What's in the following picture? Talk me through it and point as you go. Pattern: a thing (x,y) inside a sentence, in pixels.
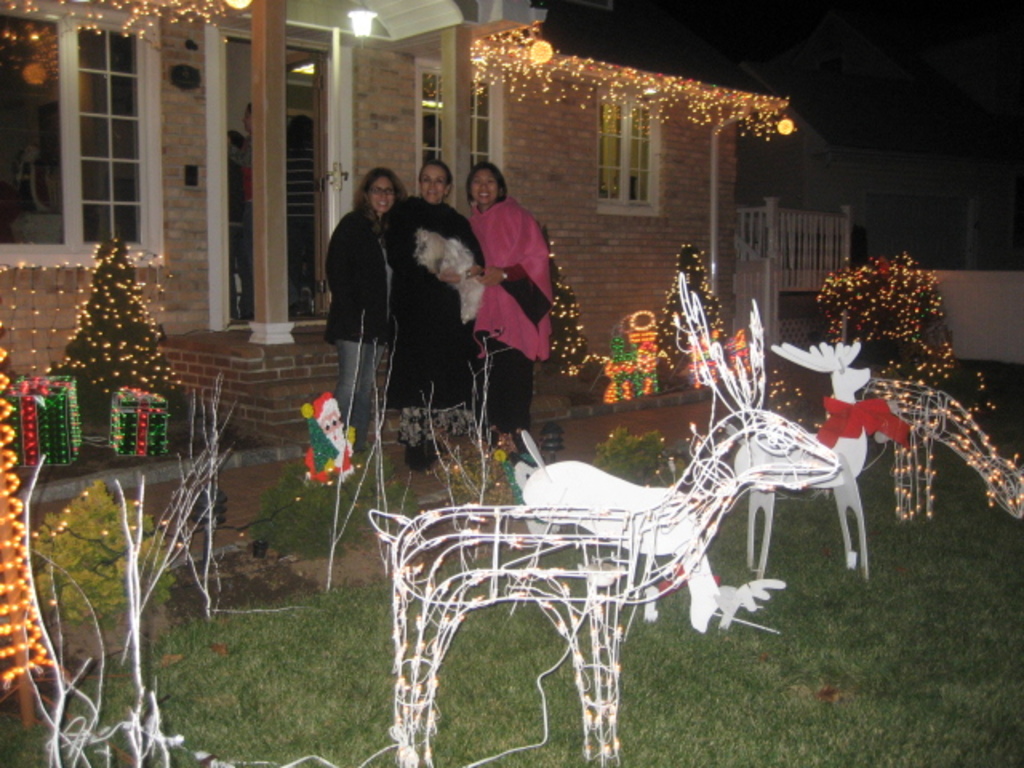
In this image I see 3 women (492,325) over here who are smiling and I see decoration (141,379) and I see the grass (269,718) over here and I see the house (26,43) and it is dark in the background (920,45) and I see the lights (123,343).
